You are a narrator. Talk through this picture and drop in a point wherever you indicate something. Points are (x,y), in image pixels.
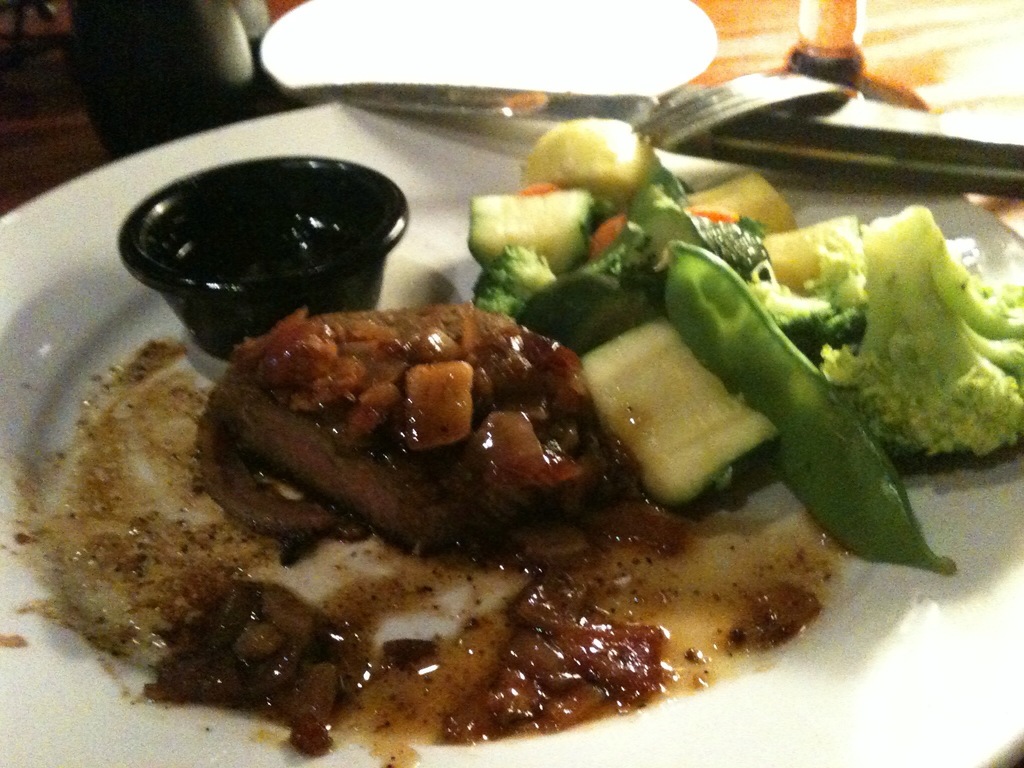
In this image there is one plate (878,676), and in the plate (27,292) there are some food items (355,358) bowl (176,300) knife (614,118) and fork (801,85). In the background (337,50) there is one plate (372,44), table (763,38) and some objects (157,74).
